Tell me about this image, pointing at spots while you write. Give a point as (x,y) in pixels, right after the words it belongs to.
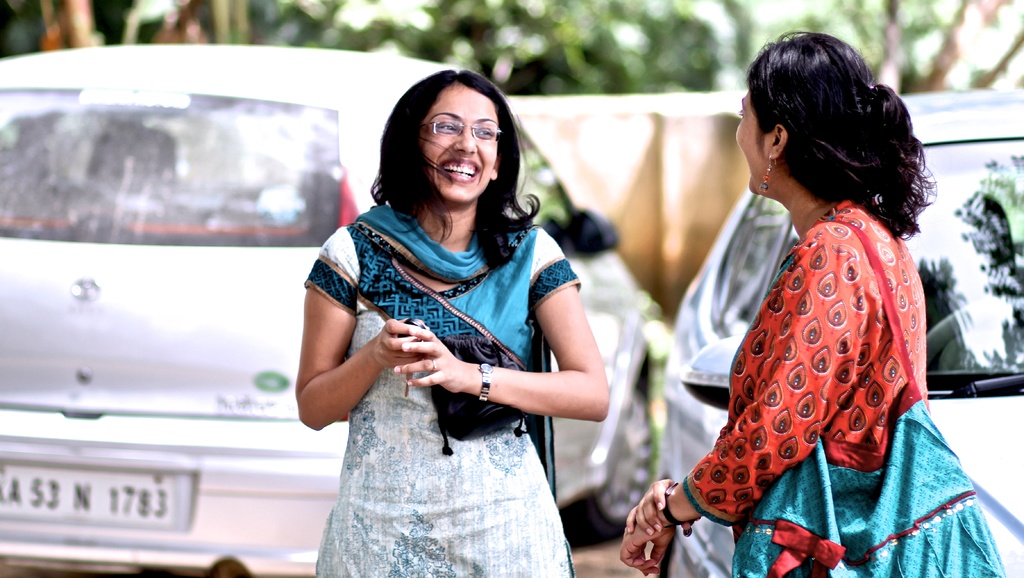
In the foreground of the picture (416,346) there are two women (430,417) standing. The background (645,41) is blurred. In the background (941,194) there are cars (151,292), trees (569,72) and other objects (665,180).
